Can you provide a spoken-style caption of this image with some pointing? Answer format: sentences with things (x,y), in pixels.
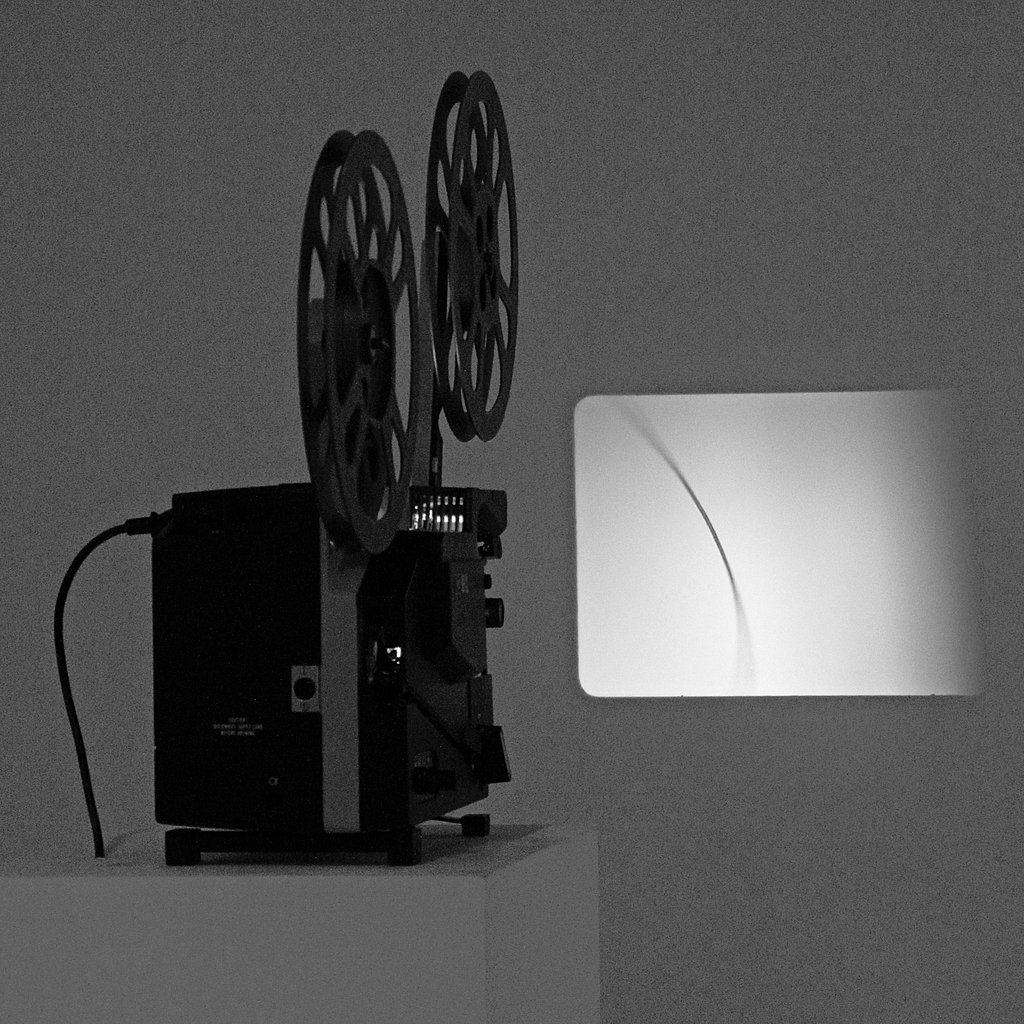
In this image we can see an electronic gadget (337,716) on a table (263,889). Behind the gadget (389,639) we can see a wall (567,712). On the wall (555,477) we can see projected light (893,471).
